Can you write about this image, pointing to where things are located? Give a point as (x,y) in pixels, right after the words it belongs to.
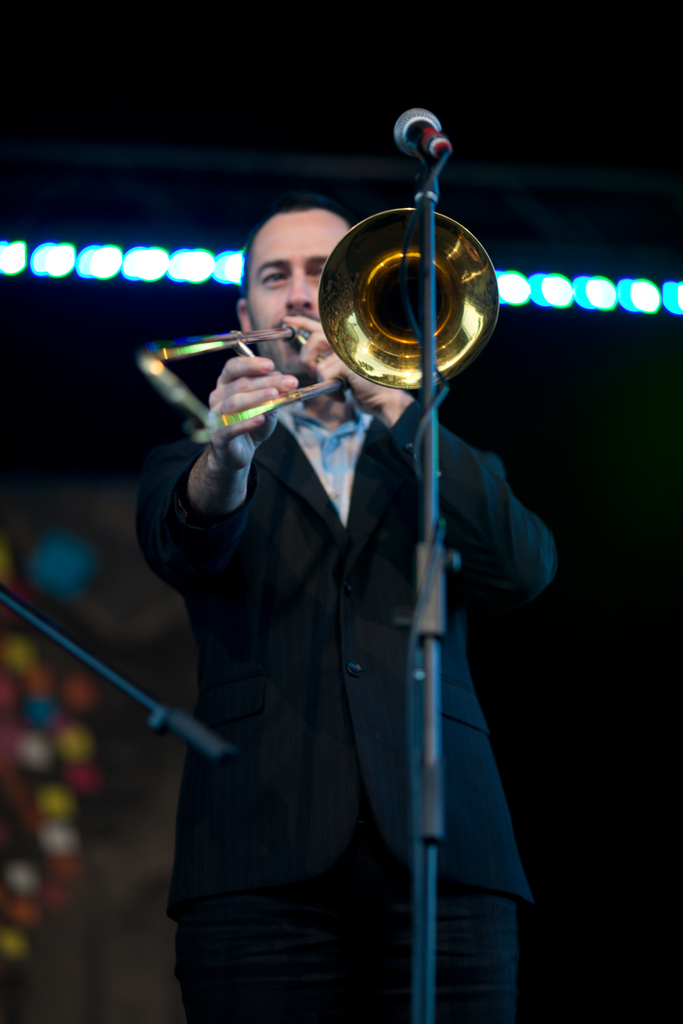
In this image I can see a person (291,493) standing and the person (323,528) is wearing black and white color dress (327,486) and the person (507,518) is holding a musical instrument (318,306). In front I can see a microphone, background (533,298) I can see few lights (545,282).
